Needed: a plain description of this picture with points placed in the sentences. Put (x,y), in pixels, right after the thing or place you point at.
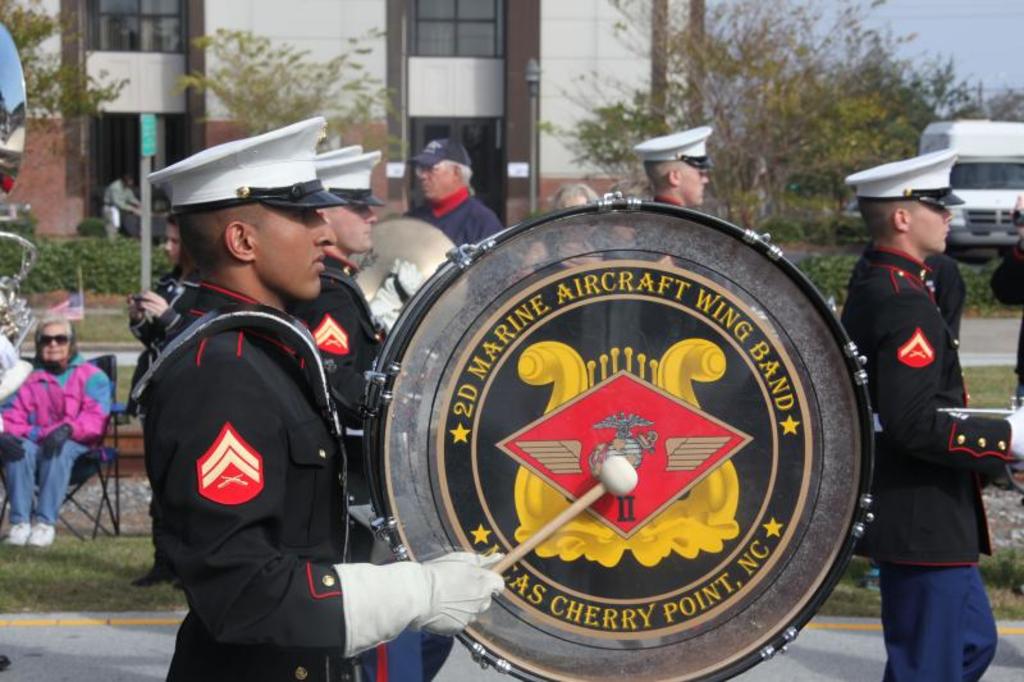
In the picture we can see a people (186,166) wearing a uniform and beating a drum (642,348) with stick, the people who are beating drums (714,348) are wearing gloves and cap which are white in color. In the background (87,88) we can see some people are sitting on a chairs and we can also see some plants (49,279), flag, buildings (178,155), trees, poles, and van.
